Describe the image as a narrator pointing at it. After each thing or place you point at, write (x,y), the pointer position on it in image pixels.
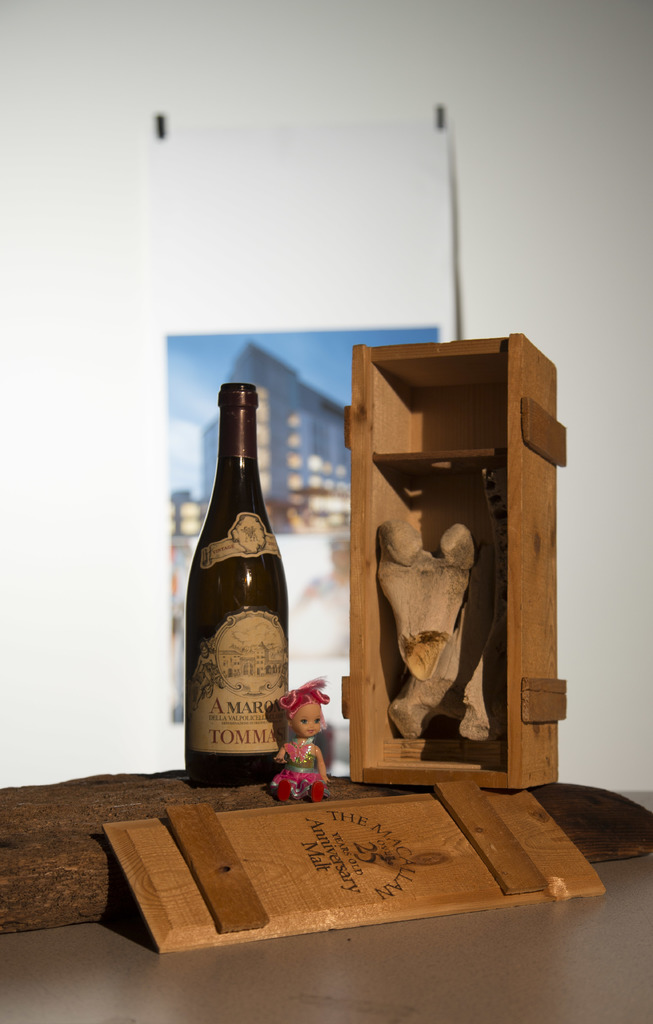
This is a picture taken in a room (403,665), on the table (623,887) there are name board (309,843), doll (302,782), bottle (243,502) and a box (469,467). Background of the bottle (266,582) is a wall (89,436).
